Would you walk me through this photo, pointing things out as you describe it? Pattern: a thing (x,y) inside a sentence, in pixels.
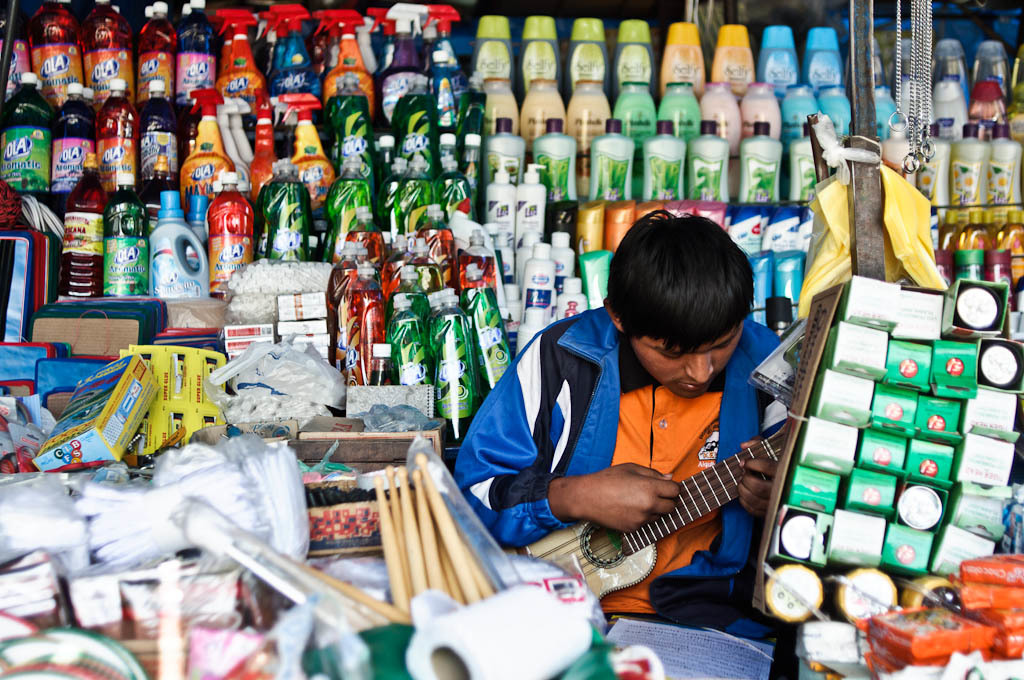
A man (696,561) is sitting and holding the guitar (541,550) in his hands (651,498). He wear a blue color coat (733,567).
